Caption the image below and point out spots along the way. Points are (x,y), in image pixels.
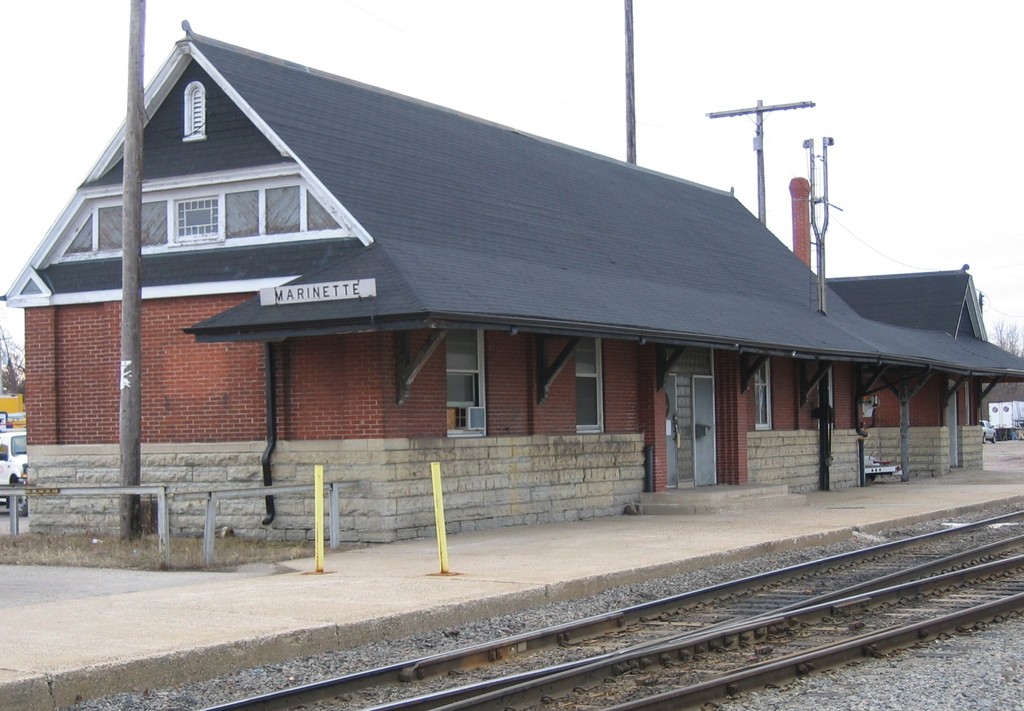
This picture contains a building (550,275) with a black color roof (493,298). It is made up of red colored bricks (727,450). At the bottom of the picture (609,647), we see railway tracks (709,642). Beside the building (162,404), we see iron railing (15,508), grass (118,535) and poles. On the left side (23,442), we see cars (2,465) moving on the road (7,526). We even see the trees (18,349). At the top of the picture (652,59), we see the sky (1018,102).
